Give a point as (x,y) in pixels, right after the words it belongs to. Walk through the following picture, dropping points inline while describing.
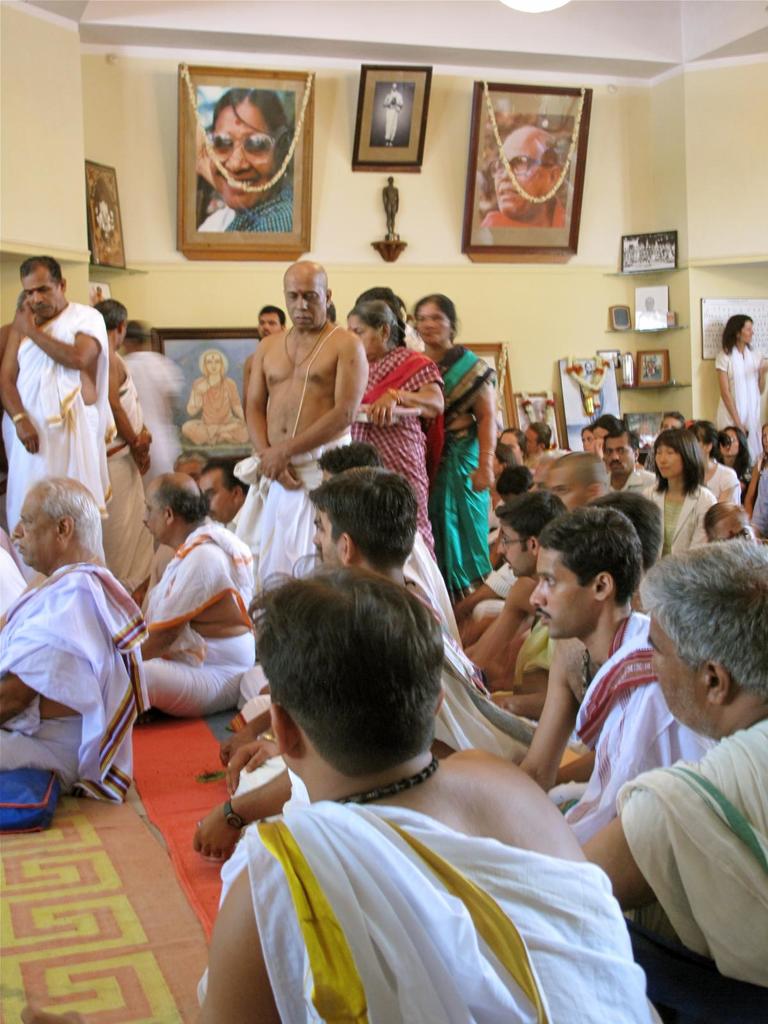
In this image, we can see some people (626,904) sitting and there are some people (264,515) standing, there is a wall (65,84) and there are some photos (240,247) on the wall (610,213).
